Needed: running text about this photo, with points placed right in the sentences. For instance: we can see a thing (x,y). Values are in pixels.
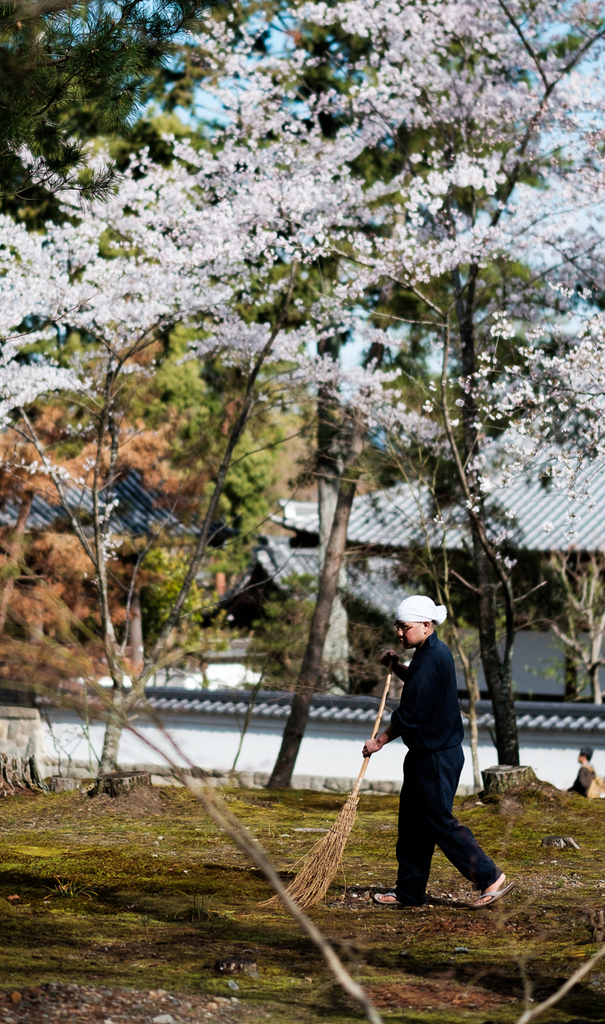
In this picture there is a boy (426,826) wearing a black color t-shirt (431,743) and pant (415,834) holding a broomstick (324,879) in the hand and cleaning the grasslands (162,805). Behind there are some shed house (519,603) and trees (488,605).
